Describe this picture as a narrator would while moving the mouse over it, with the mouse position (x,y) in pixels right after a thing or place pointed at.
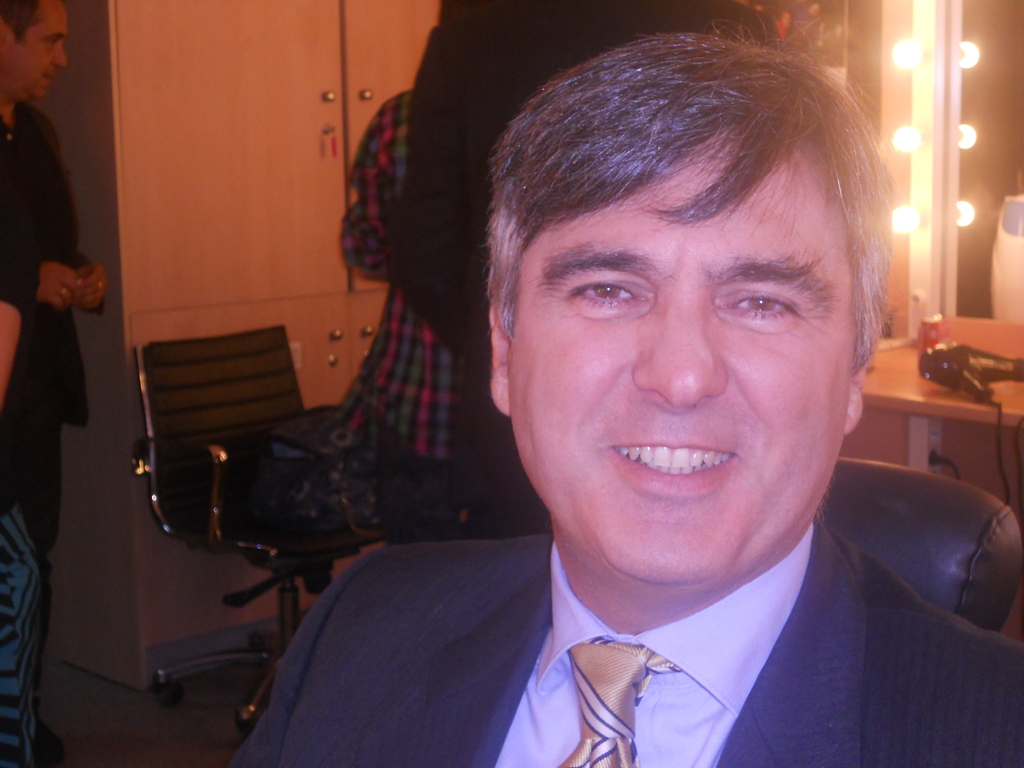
In this image i can see a person (378,562) sitting on the chair (976,553), he is smiling and he is wearing a dark blue color jacket (367,664). Back side of him there is a cup board (244,231), in front of the cup board (237,218) there is a chair (161,409), and left side (19,187) i can see a person (41,265), on the right side (910,332) i can see a mirror (959,110) and there are some lights (916,132) attaches to the mirror (909,254).
